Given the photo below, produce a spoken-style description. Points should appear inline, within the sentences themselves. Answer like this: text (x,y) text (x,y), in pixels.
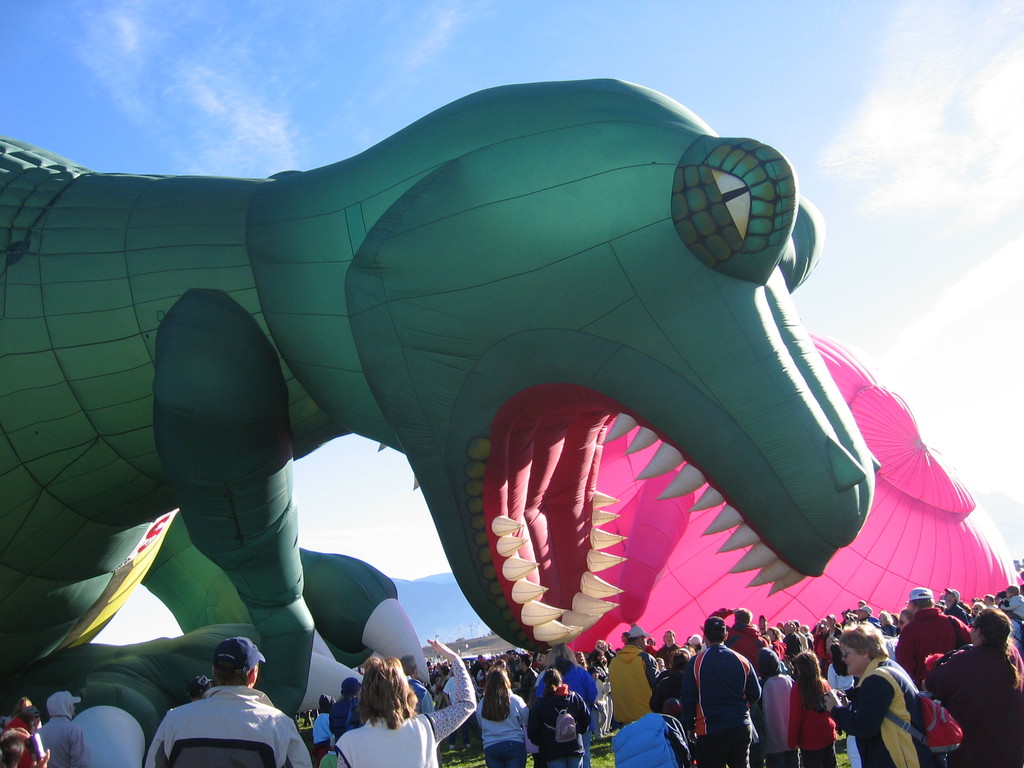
In the center of the image (660,436), we can see balloons (624,324) and at the bottom (852,625), there are people (343,729). At the top (348,79), there is sky (362,69).
